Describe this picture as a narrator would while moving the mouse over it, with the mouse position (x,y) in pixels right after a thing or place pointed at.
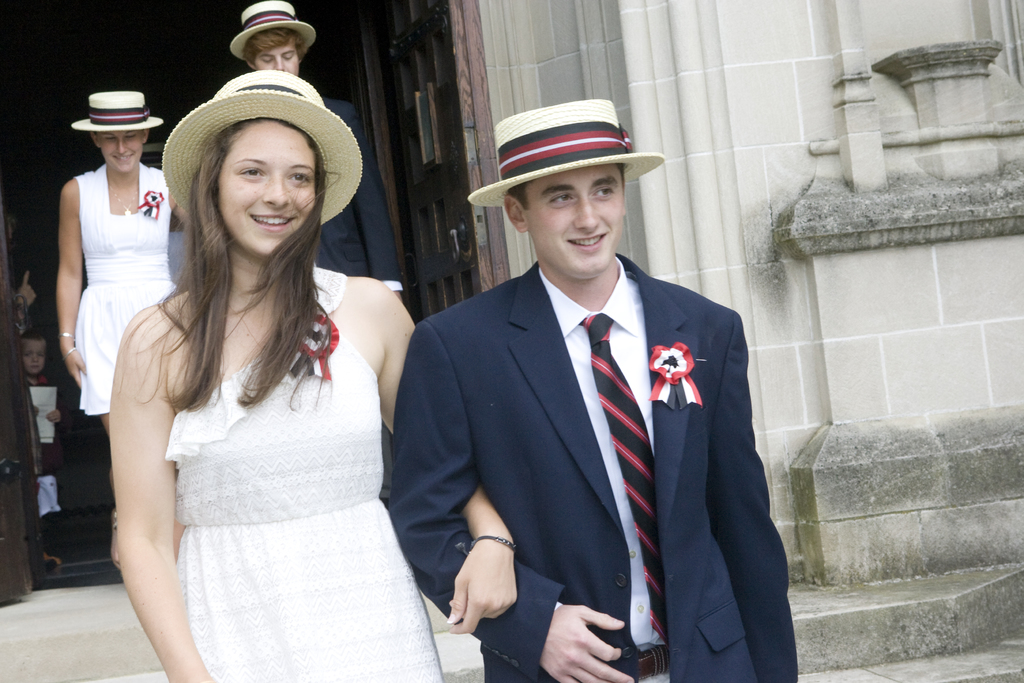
In this image, we can see two couples (321,176) walking, they are wearing hats (135,104). We can see the wall (695,84).
